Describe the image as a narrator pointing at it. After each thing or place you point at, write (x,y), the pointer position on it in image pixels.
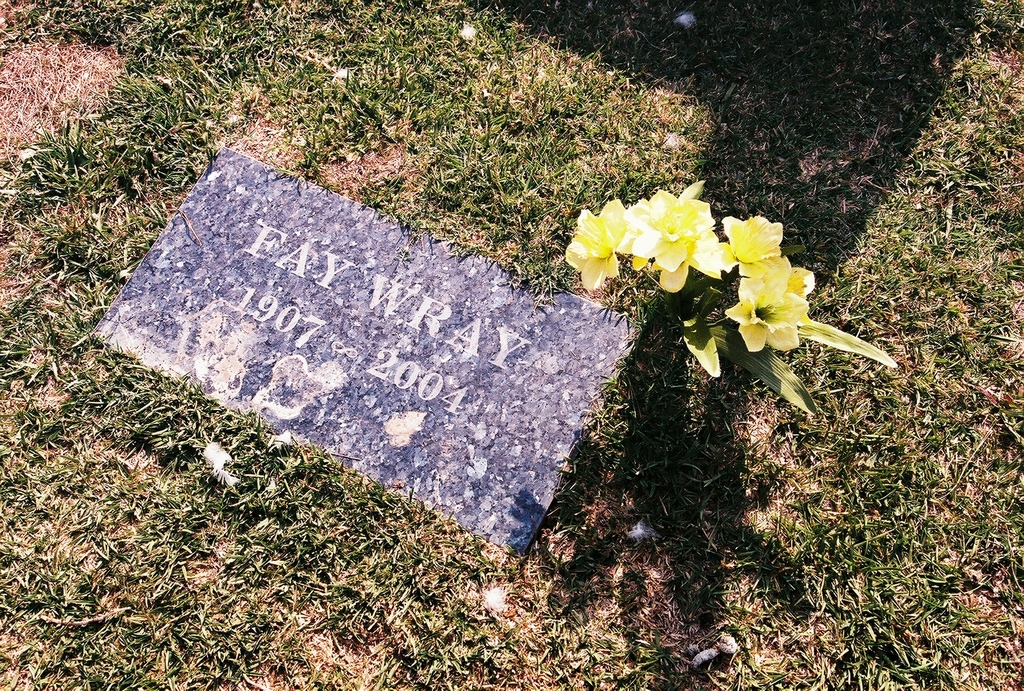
In this image in the center (430,237) there is one tile (264,283), and on the tile (444,306) there is some text (426,299) and there are some flowers (748,316). In the background (507,164) there is grass (35,203) and some scrap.
